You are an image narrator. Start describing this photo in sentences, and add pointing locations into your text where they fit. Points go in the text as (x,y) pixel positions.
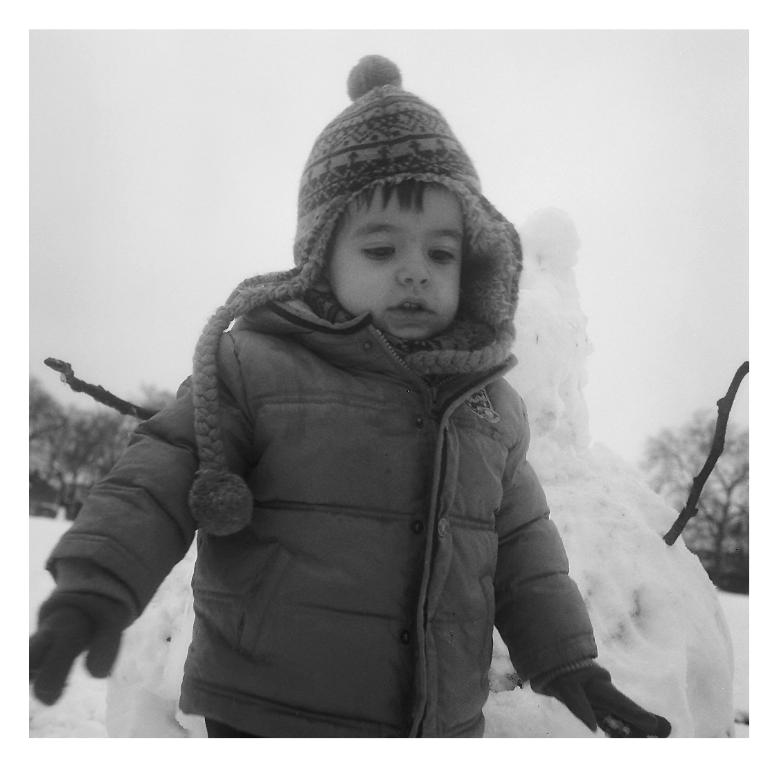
In this image I can see the person (275,496) with the dress (316,578). In the background (598,524) I can see the snow (600,566), sticks (697,480), trees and the sky (188,180).
